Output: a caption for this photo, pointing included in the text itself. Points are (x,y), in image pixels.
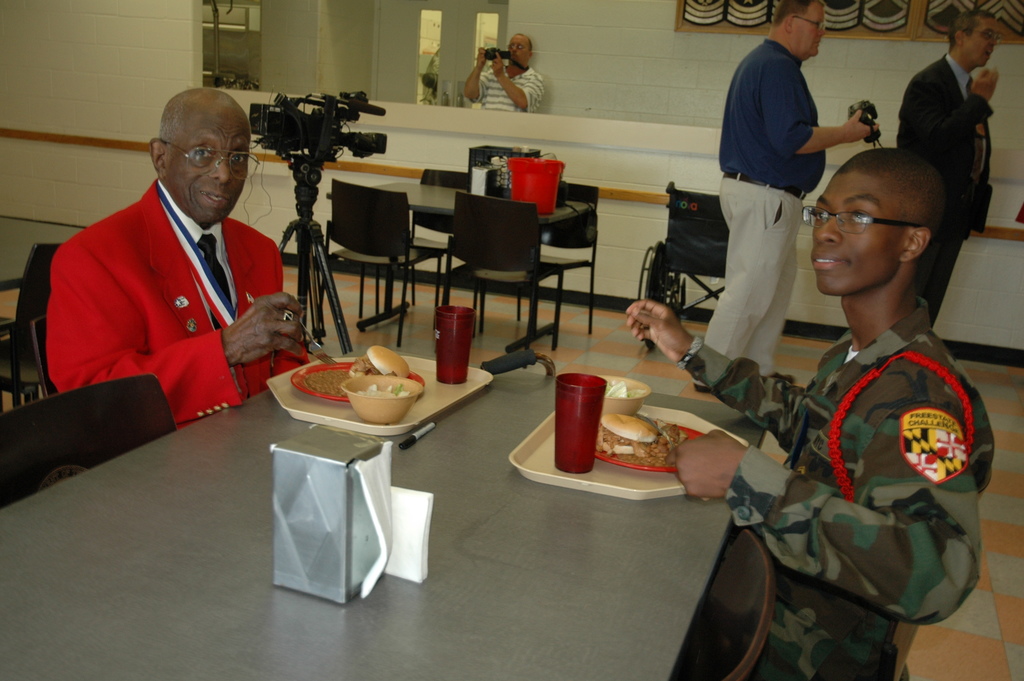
In this picture we can see two persons (187,318) are sitting on the chairs (718,637). This is the table (537,612). On the table (549,584) there are plates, bowls (371,403), and glasses (462,333). This is the floor (617,355), here we can see three persons (958,156) are standing on the floor (613,344). He hold a camera (873,115) with his hand (858,117). And he is taking a snap with the camera (495,56). This is the wall (665,57).
